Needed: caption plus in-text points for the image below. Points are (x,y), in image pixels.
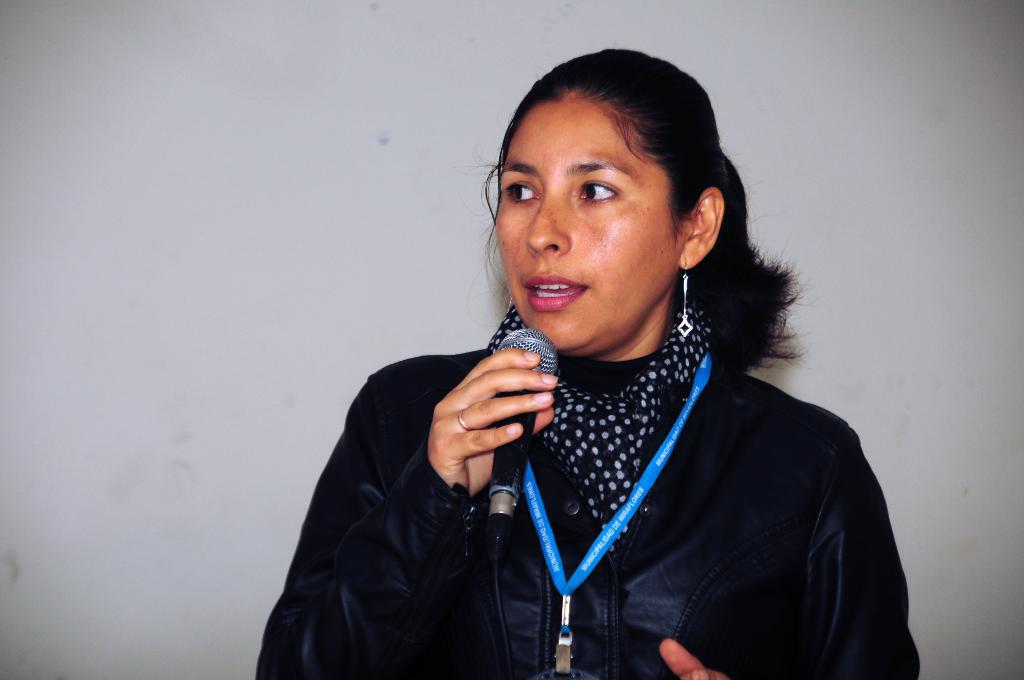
A lady (558,486) wearing a black jacket (658,484) and tag (592,549) holding a mic (509,446) and speaking.
